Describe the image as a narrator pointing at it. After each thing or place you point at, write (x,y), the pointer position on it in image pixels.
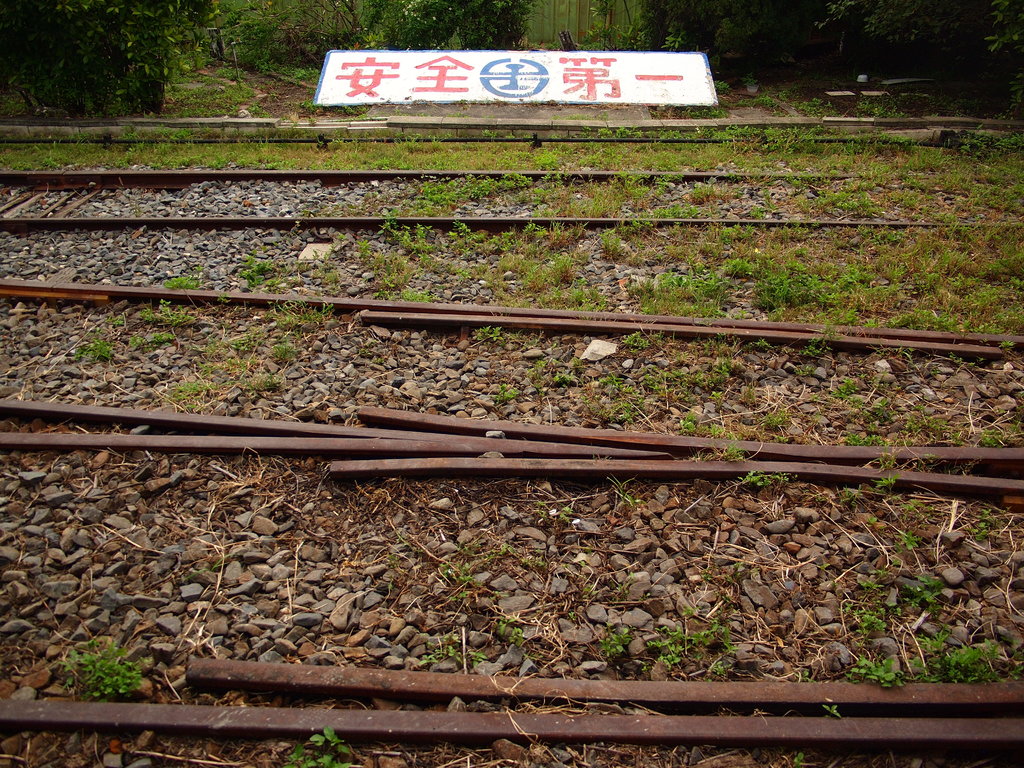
In this picture we can see some stones (757,547), railway tracks (591,461) and grass (862,268) at the bottom (510,537), in the background (283,54) there are some plants (465,34) and a board (469,99).
